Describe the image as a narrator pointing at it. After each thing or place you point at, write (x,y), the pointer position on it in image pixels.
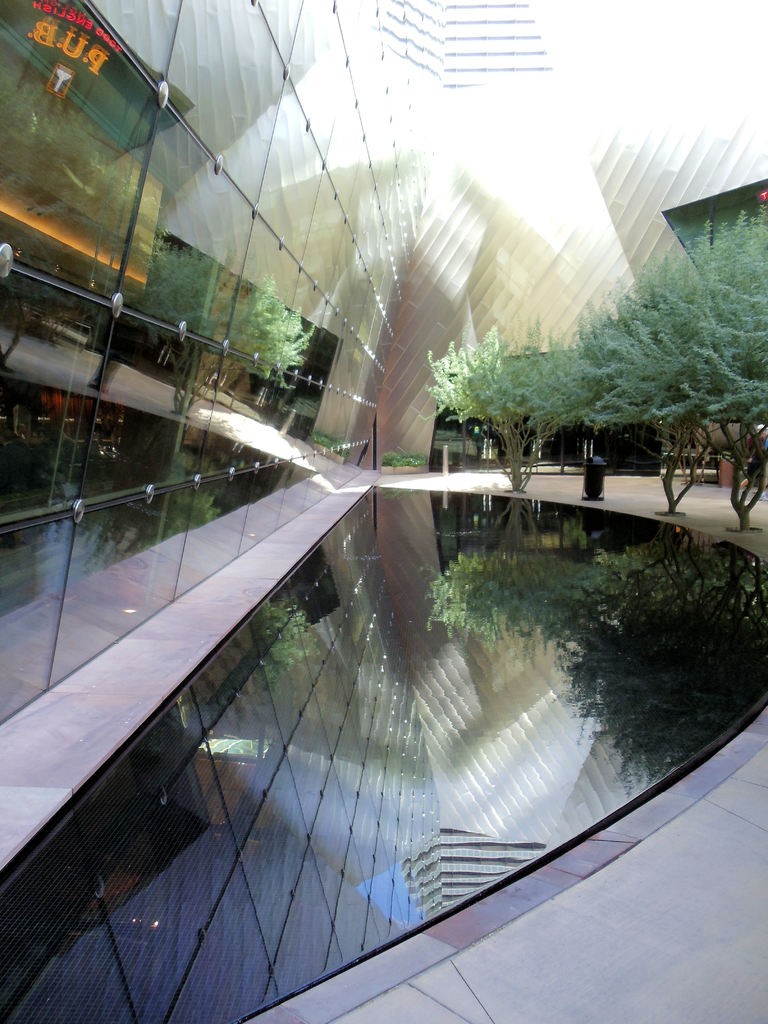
In the given image I can see a glass (383,354), building (383,354), trees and floor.
